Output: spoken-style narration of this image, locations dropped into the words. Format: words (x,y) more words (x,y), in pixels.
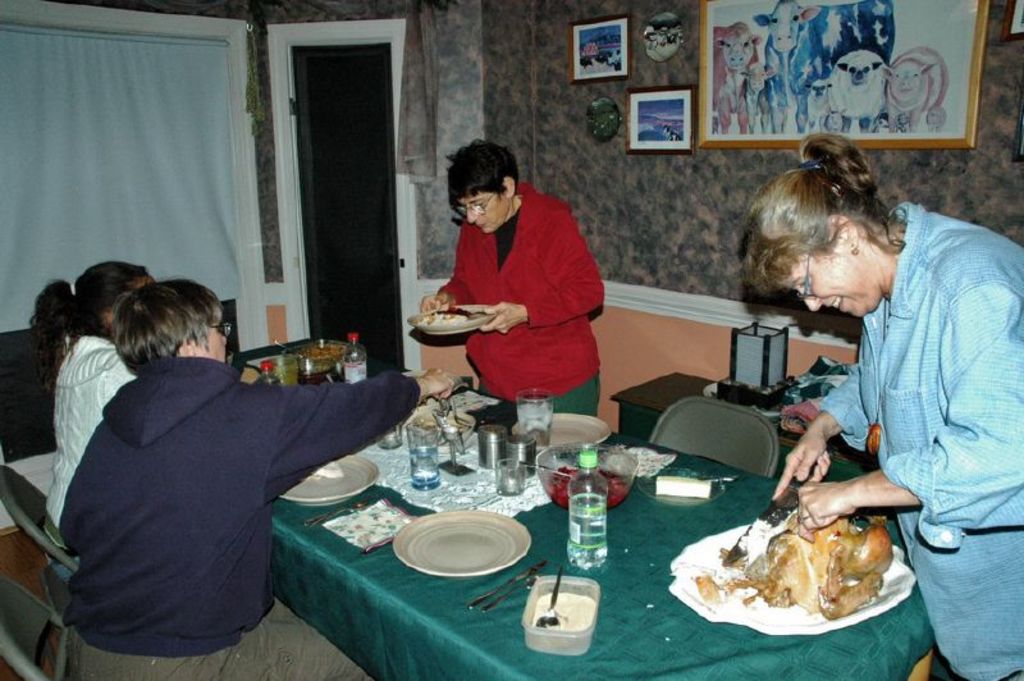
This picture is of inside the room (974,172). On the right (938,249) there is a woman (949,283) wearing blue color shirt (971,342) smiling, standing and cutting flesh (823,558). In the center (503,274) there is a woman (506,231) holding a plate (432,326) and standing. On the left (156,305) there are two persons (156,458) sitting on the chairs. In the center (444,415) there is a table (532,557) on the top of which plates (449,532), spoons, box (571,642), bowl (619,467), Bottles (588,465) and glasses (523,415) are placed. In the background (342,117) we can see a door (326,118), a curtain (178,86), picture frames (716,89) hanging on the wall (513,90) and a wall (563,103) and also a table (671,386).
